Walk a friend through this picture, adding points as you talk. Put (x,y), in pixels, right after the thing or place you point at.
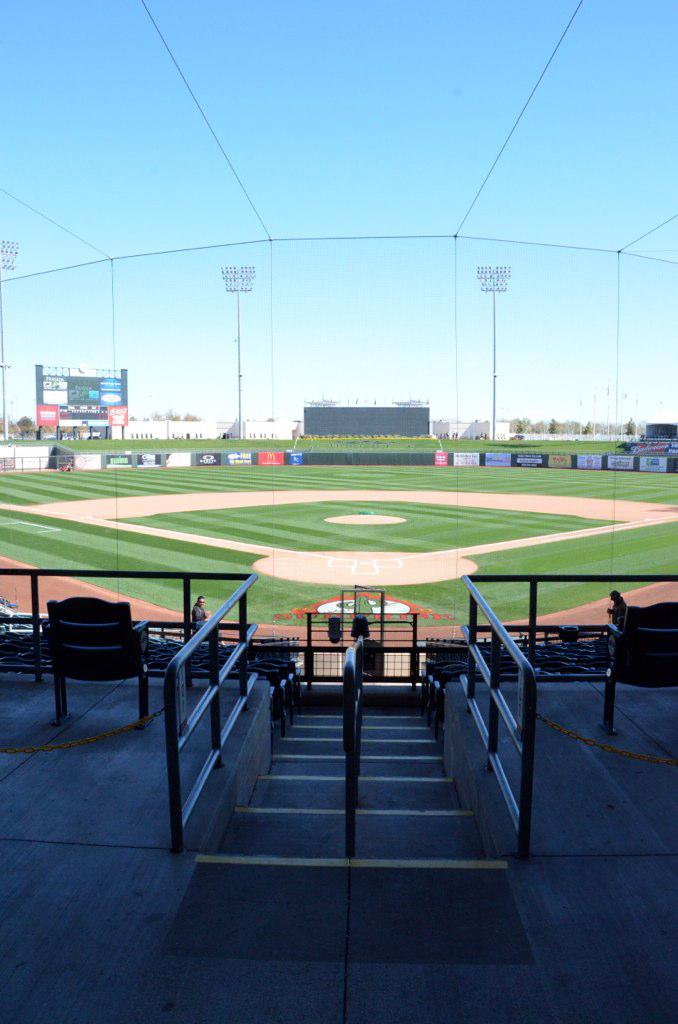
This is the picture of a stadium (361,873). In this picture there is a staircase (308,721) in the foreground (174,742) and there are hand rails (523,804) and there are chairs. There is a person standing behind the railing (221,671). At the back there are hoardings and there are lights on the poles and there are trees (555,429). At the top (342,101) there is sky (379,134). At the bottom (555,856) there is floor (168,967).
